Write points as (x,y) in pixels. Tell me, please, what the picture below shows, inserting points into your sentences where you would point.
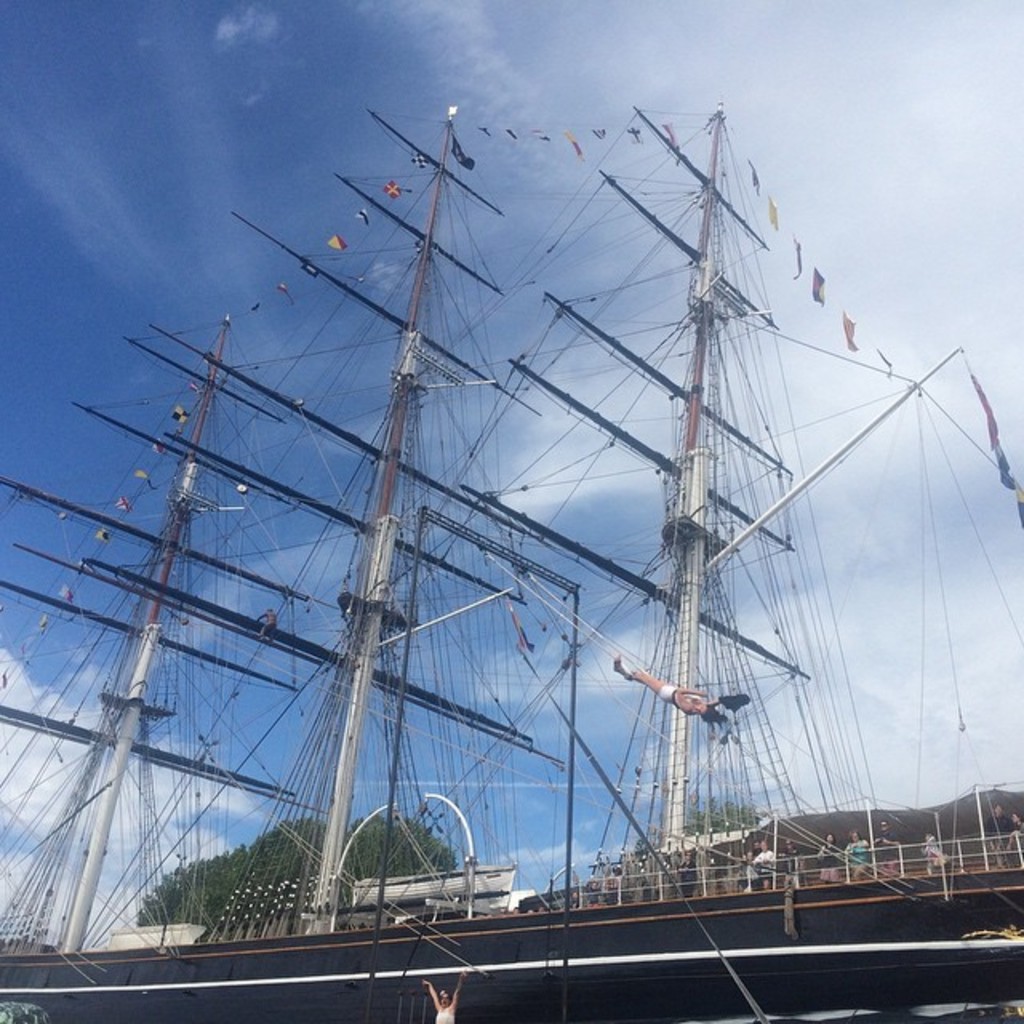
In this image there is a ship (732,933) on land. In the ship (904,987) there are three masts (403,382). There are ropes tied to them. At the top (373,49) there is the sky (250,47). In the ship (819,842) there are few people (875,838) standing near the fence (900,852) and looking at a person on the ropes (698,923).
